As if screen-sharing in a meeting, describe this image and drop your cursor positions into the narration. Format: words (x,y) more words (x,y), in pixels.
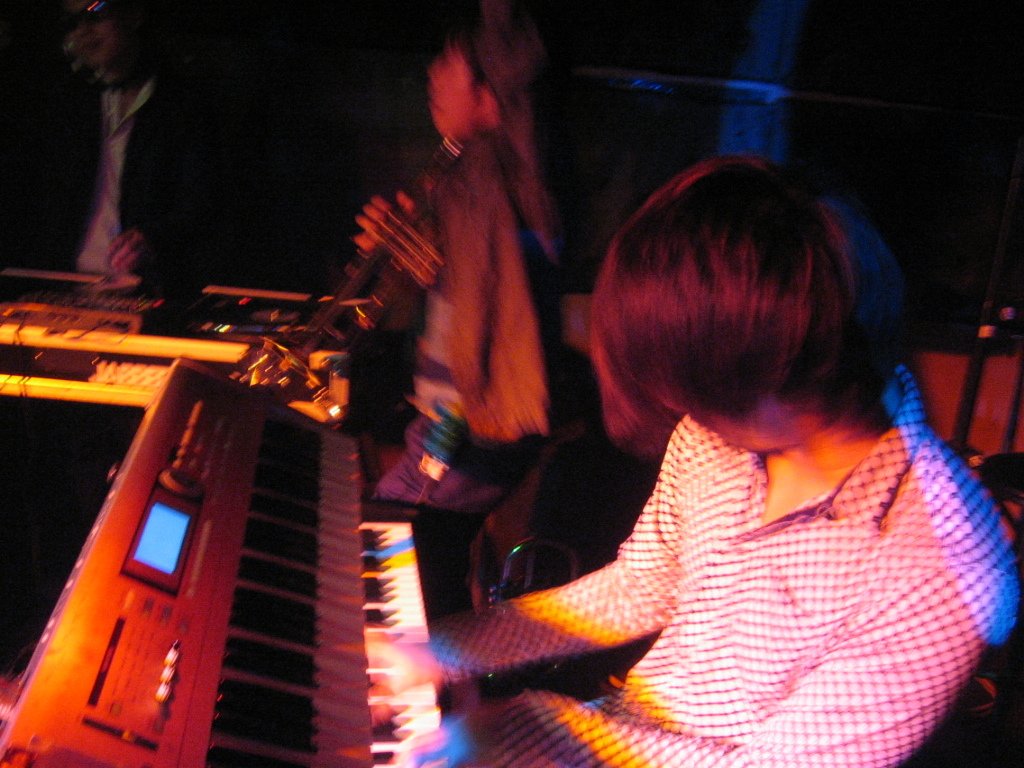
In this image there are three persons (799,667), two persons (796,654) are playing musical instrument (265,602) and other person (130,151) is standing at the electronic equipment (103,288).
